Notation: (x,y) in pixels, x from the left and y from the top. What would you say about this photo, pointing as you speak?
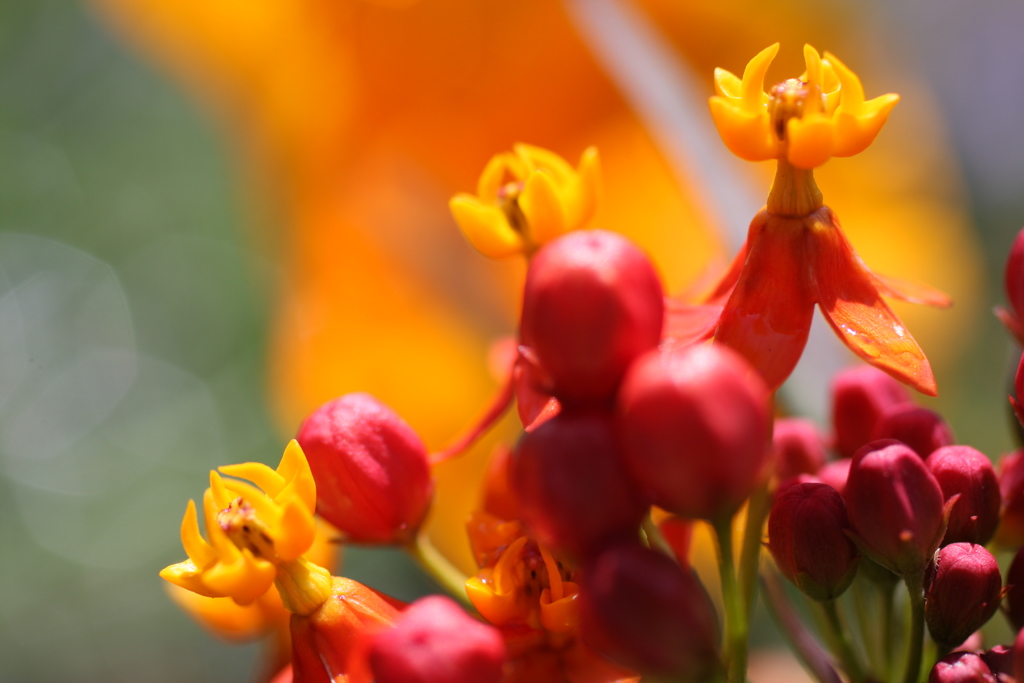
In this image I can see flowers (810,135) in orange color and the buds (404,471) in pink color. It is looking like a plant (952,473). On the bottom of the image (894,656) I can see the stems (813,645) in green color.
